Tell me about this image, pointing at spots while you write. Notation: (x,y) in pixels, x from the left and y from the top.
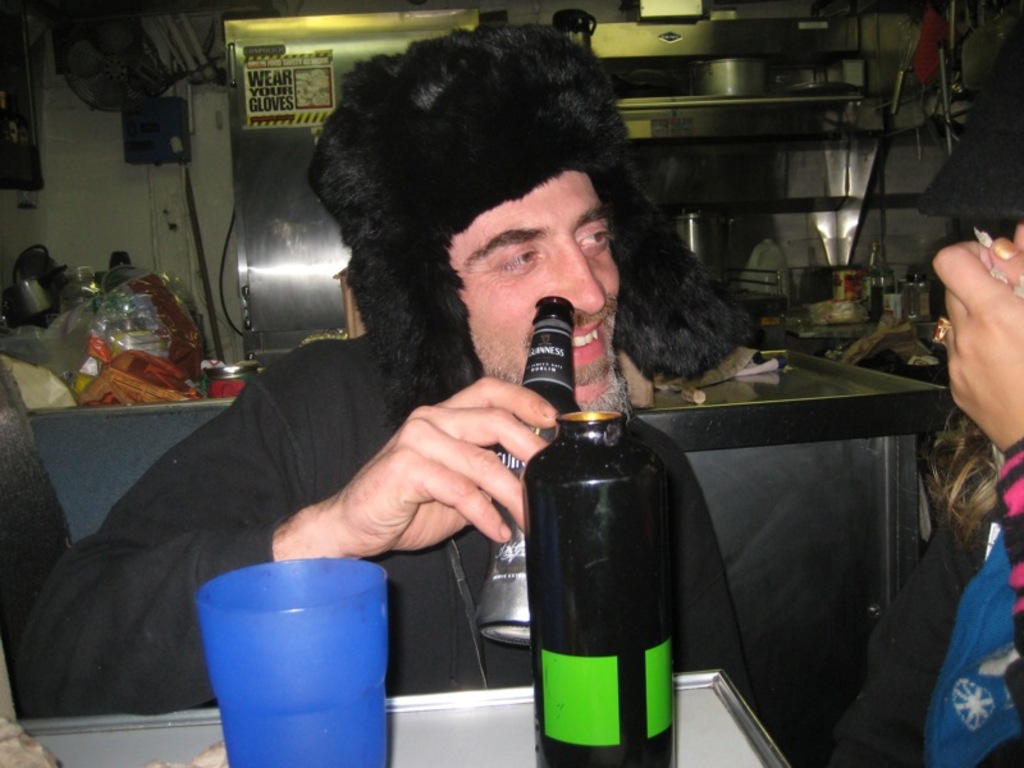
On the left side (318,697), there is a black color bottle (563,619) and blue color glass (344,665) on the table (508,723). Beside this table (170,762), there is a person (334,203) in black color dress (338,399), holding a bottle (545,331), smiling and sitting. On the right side (964,729), there is a person (948,560). In the background (859,257), there is a wall (77,145) and there are other objects (149,123).
